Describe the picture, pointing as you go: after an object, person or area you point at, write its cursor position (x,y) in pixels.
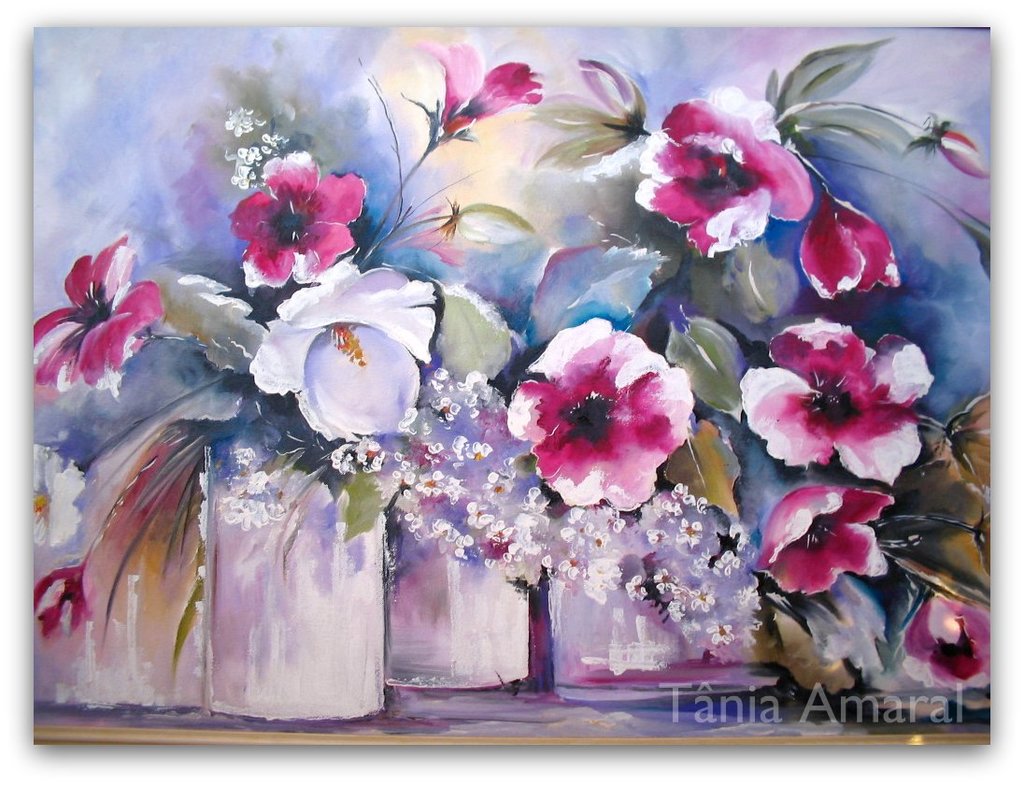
In this picture we see a painting (807,433) of flower pots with pink and white flowers (370,362) and green leaves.
